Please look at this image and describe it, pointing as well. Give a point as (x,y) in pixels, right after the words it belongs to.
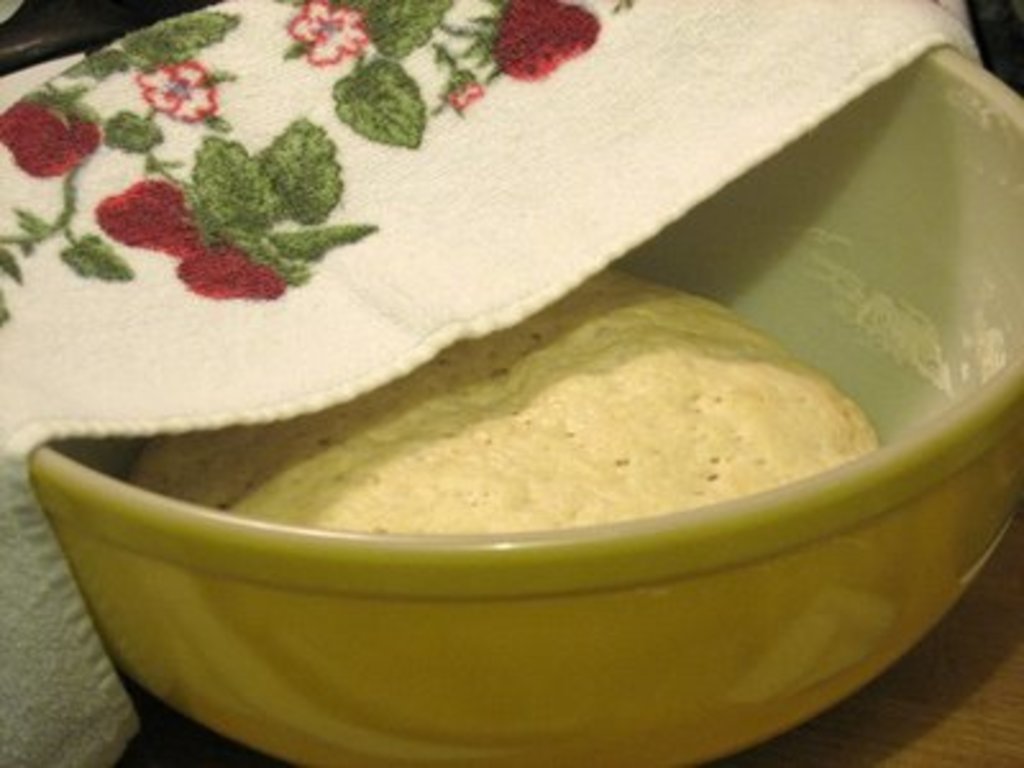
In this image we can see the flour (602,511) in a bowl (691,559) placed on the table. We can also see a napkin (494,318) on the bowl (51,479).
